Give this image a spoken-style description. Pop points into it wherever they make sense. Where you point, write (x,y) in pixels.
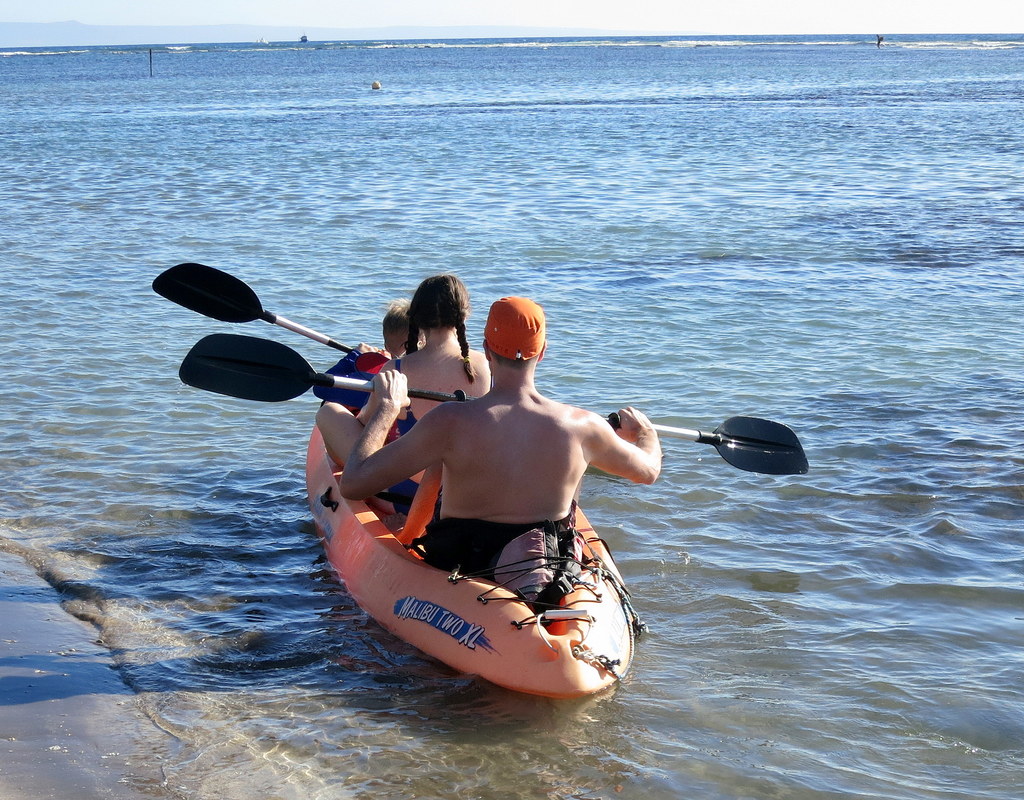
In this image at the bottom (269,572) there is one sea (222,240) in that sea (595,488) there is one boat (475,579), in that boat (488,580) there are three persons (458,437) who are sitting and in the background (25,4) there is sky (34,15).
